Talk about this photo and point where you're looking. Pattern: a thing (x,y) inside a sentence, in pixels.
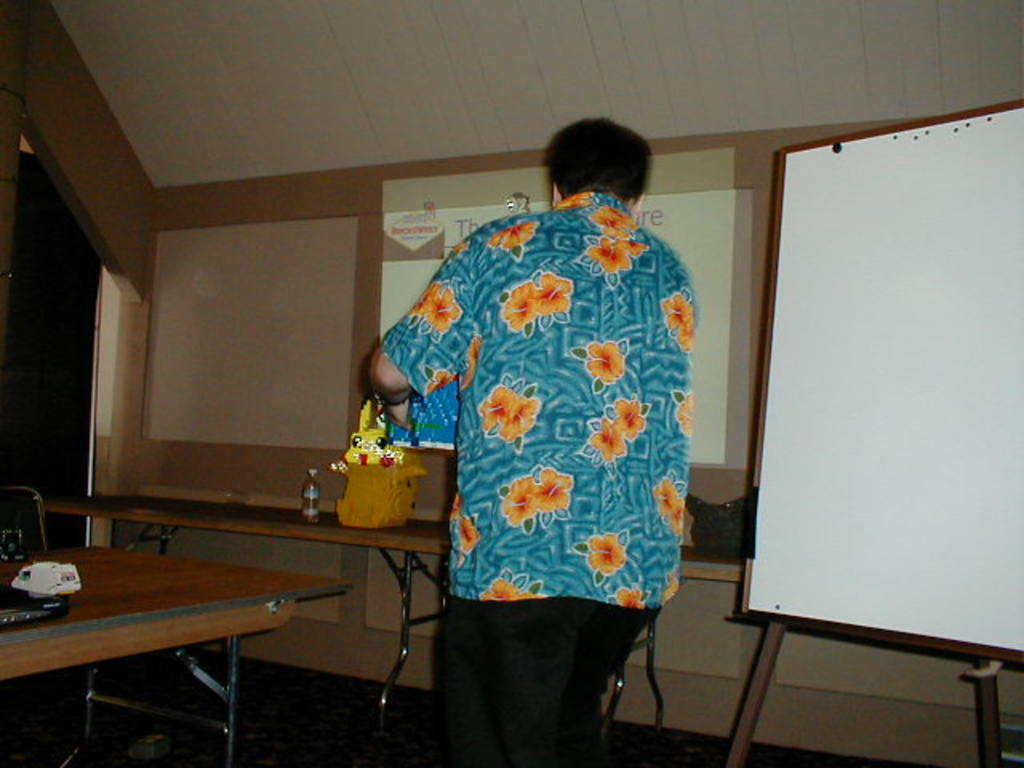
A person (517,363) is wearing a floral shirt (611,490) and black pants (562,696) holding something on his hand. And there is a board (882,464) over there. And a table (170,596) is there. And also another table (343,534) is there and above that one bottle (318,503) and some other item (396,498) is kept.
